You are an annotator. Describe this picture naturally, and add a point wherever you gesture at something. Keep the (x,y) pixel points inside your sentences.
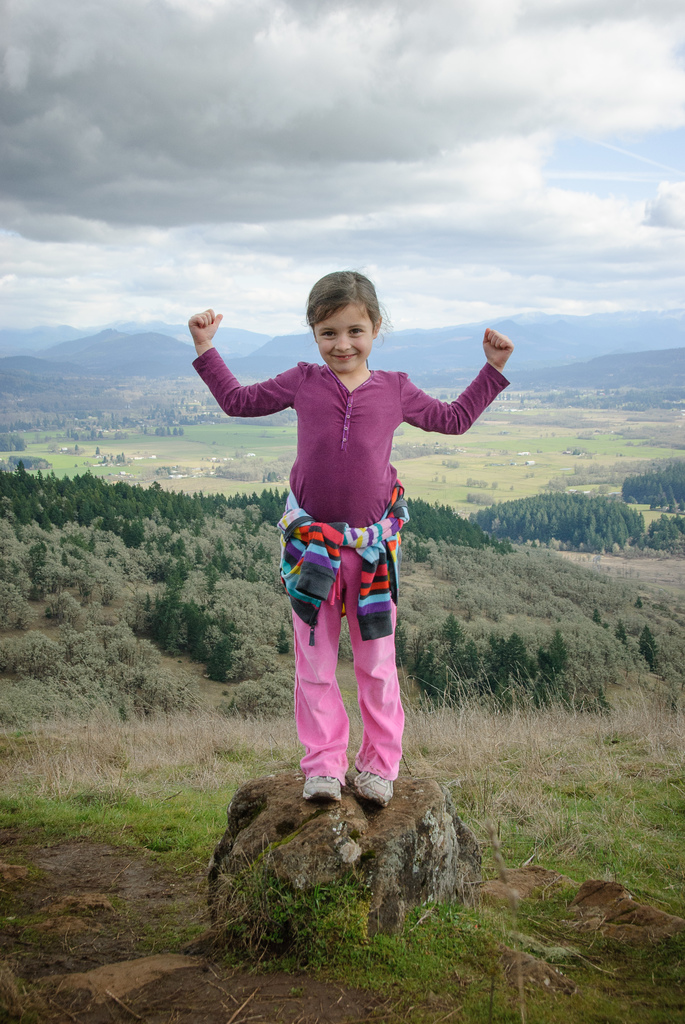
In this image there is a girl (356,592) standing on the stone (298,834). In the background (132,557) there are trees (161,529) and small plants (200,602). At the top (596,156) there is sky (594,158) with the clouds (481,116). There are hills (89,354) at the backside (129,365).
